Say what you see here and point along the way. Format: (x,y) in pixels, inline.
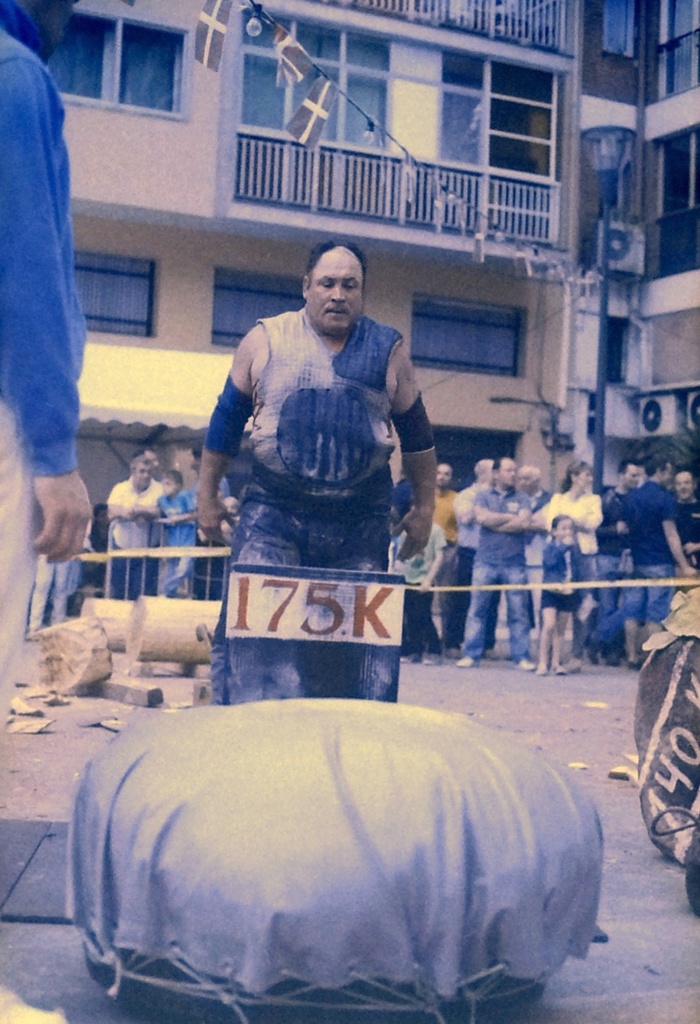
In this image we can see some persons (631,493) standing, in the foreground of the image (298,511) there is a person (276,521) wearing different costume (253,551) standing and we can see some object (349,943) on floor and we can see some wood (159,624) and in the background of the image (365,169) there are buildings (229,278).
